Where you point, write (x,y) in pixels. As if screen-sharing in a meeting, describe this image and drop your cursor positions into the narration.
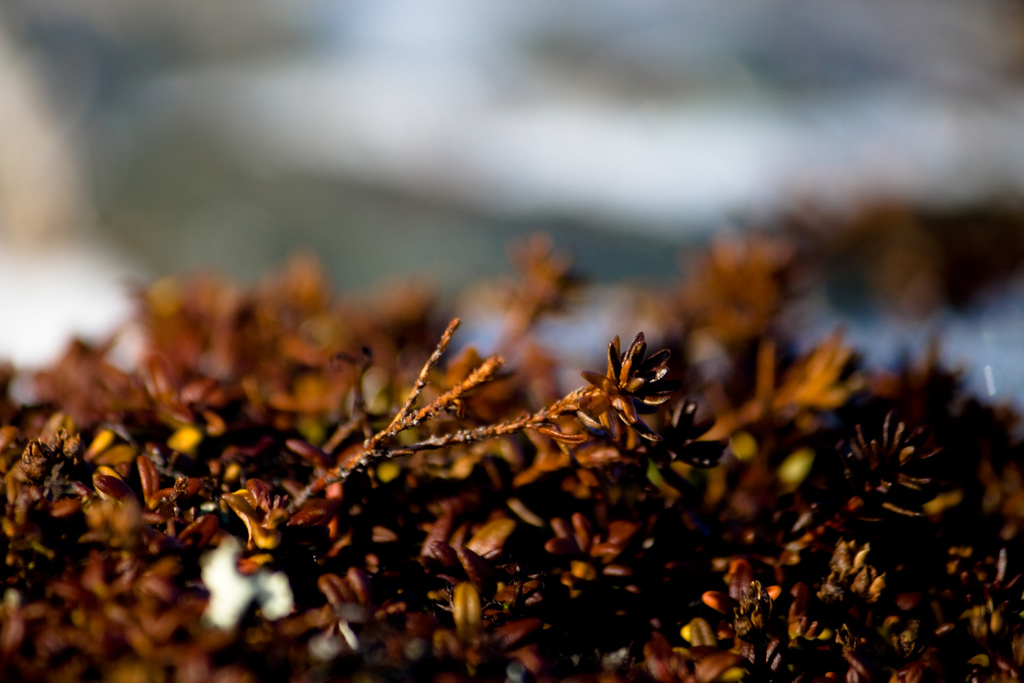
In this image I can see the dried flowers (465,415) which are in brown color and there is a blurred background (541,164).
